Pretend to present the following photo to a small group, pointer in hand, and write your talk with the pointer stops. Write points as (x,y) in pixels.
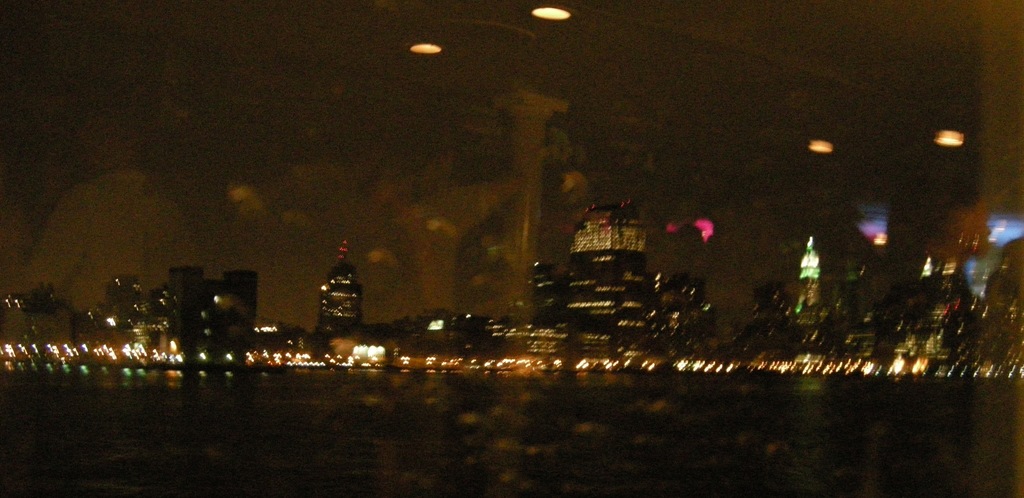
This is an image clicked in the dark. In the middle of the image (544,314) there are many buildings (395,347) and lights (403,360). At the top of the image (199,106) I can see the sky (380,89) and there are few lights (829,147).
